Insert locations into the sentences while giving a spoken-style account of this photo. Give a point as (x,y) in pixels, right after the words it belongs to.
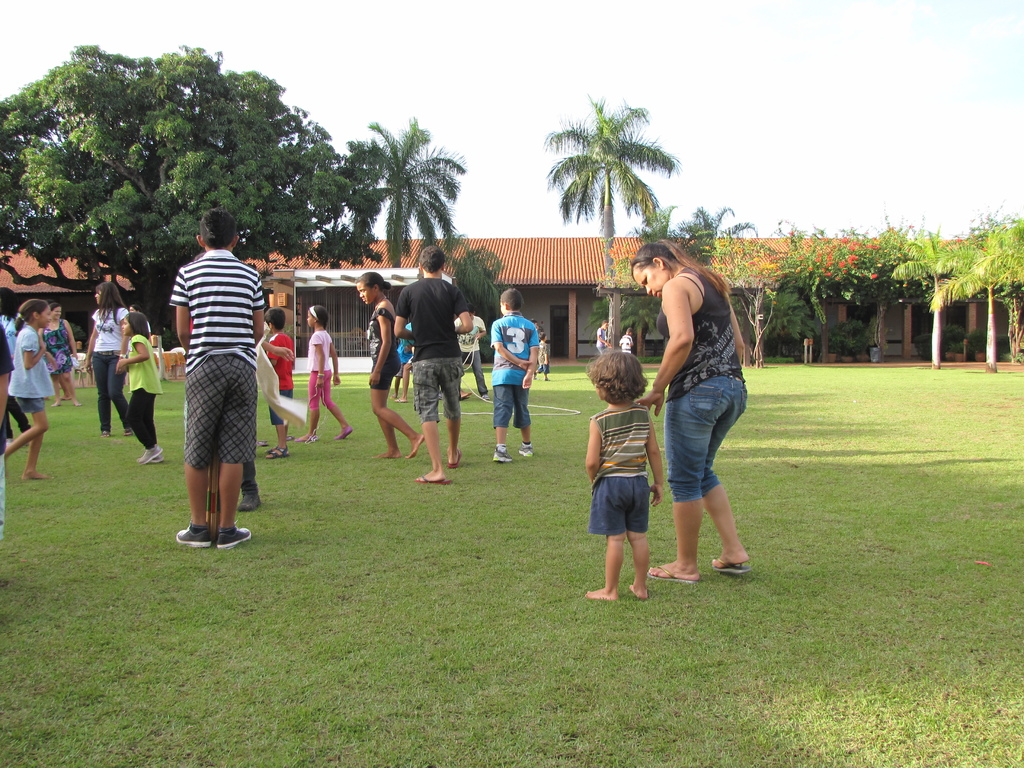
In this image I can see group of people (227,444) on the ground (383,577). These people (509,414) are wearing the different color dresses (190,459). In the back (564,335) I can see many trees (763,345) and the house (538,309) with brown color roof (564,286). In the background (628,77) there is a white sky (578,117).
